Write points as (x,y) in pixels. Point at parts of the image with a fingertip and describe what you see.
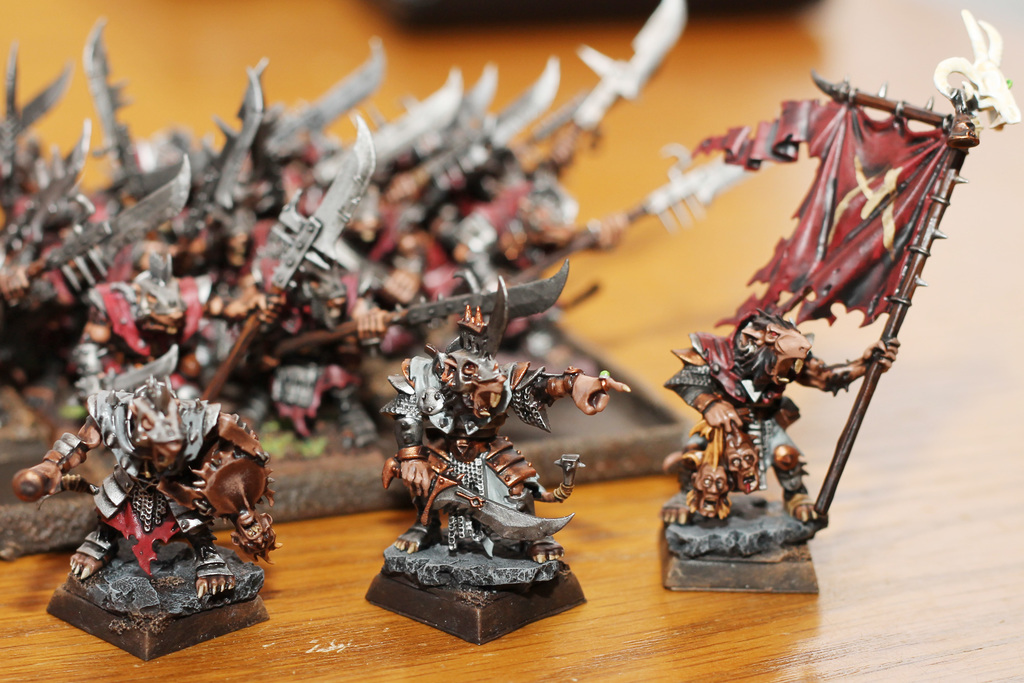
Here I can see few sculptures (199,210) are placed on a wooden surface (749,648).
